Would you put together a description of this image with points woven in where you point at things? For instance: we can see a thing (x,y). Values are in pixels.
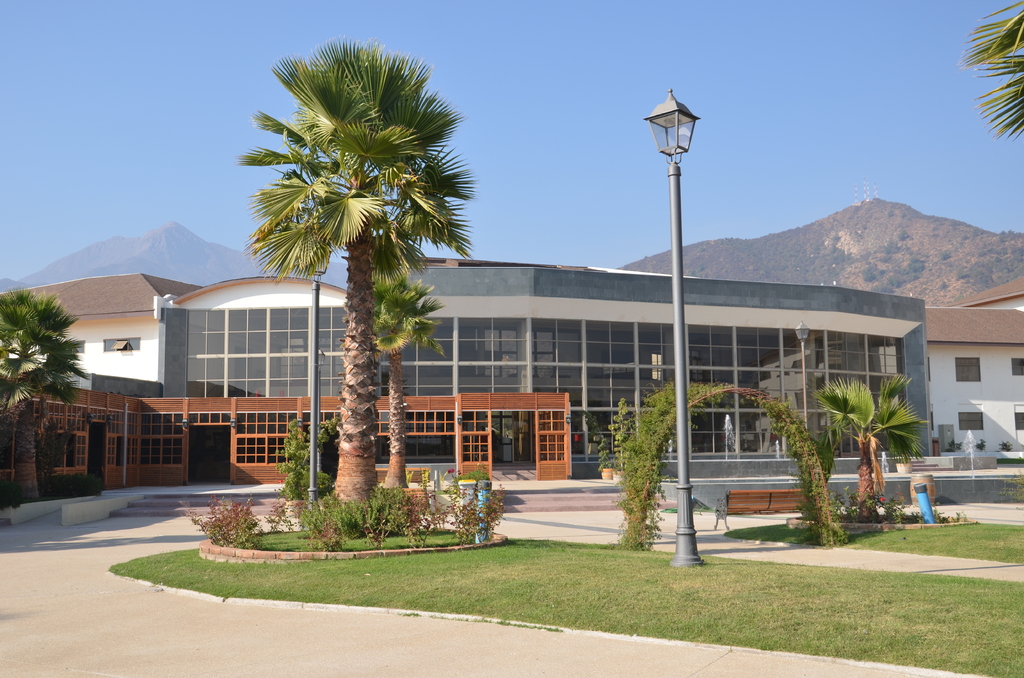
In this image we can see the buildings (645,316), trees (358,273) and also the hills (825,249). We can also see a light pole (686,127), fountain (974,455), bench (766,492) and also some plants (318,528) and grass (698,615). There is an arch (768,411) with the grass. At the top (605,57) there is sky (632,31) and at the bottom (124,629) we can see the path (296,650).
